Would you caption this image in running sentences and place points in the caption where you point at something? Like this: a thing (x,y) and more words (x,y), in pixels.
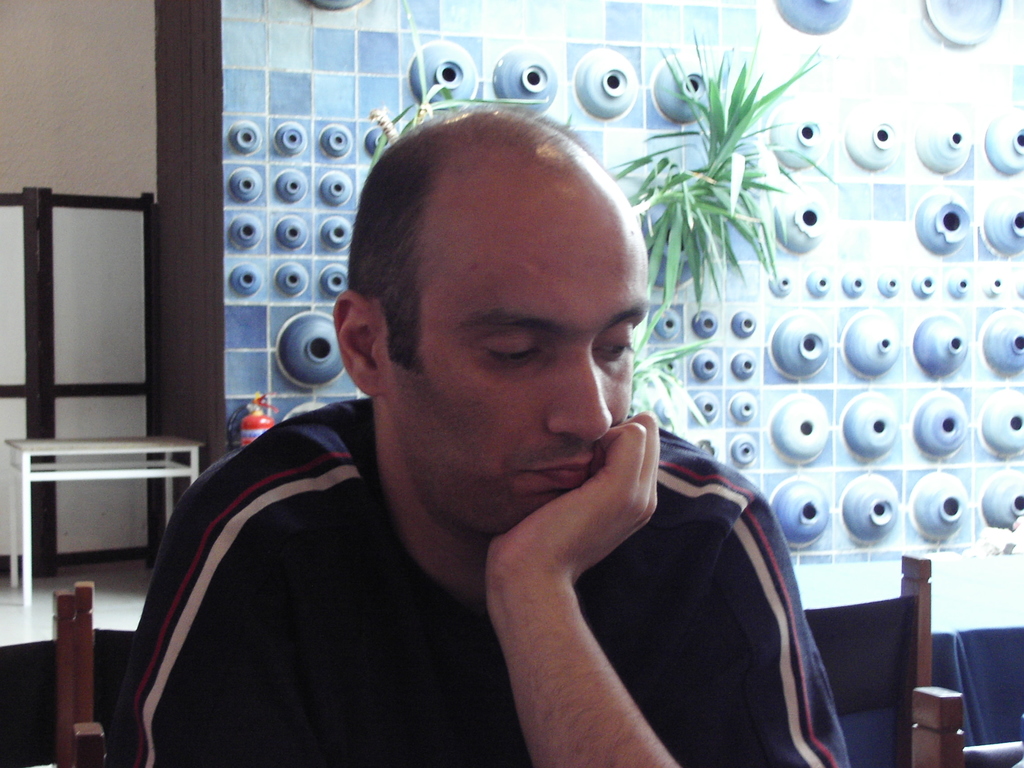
In the picture there is a man (600,407) sitting on the chair (864,646), behind the man (464,227) there is a wall (800,172), on the wall (706,58) there is a design (871,428), there is a plant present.
